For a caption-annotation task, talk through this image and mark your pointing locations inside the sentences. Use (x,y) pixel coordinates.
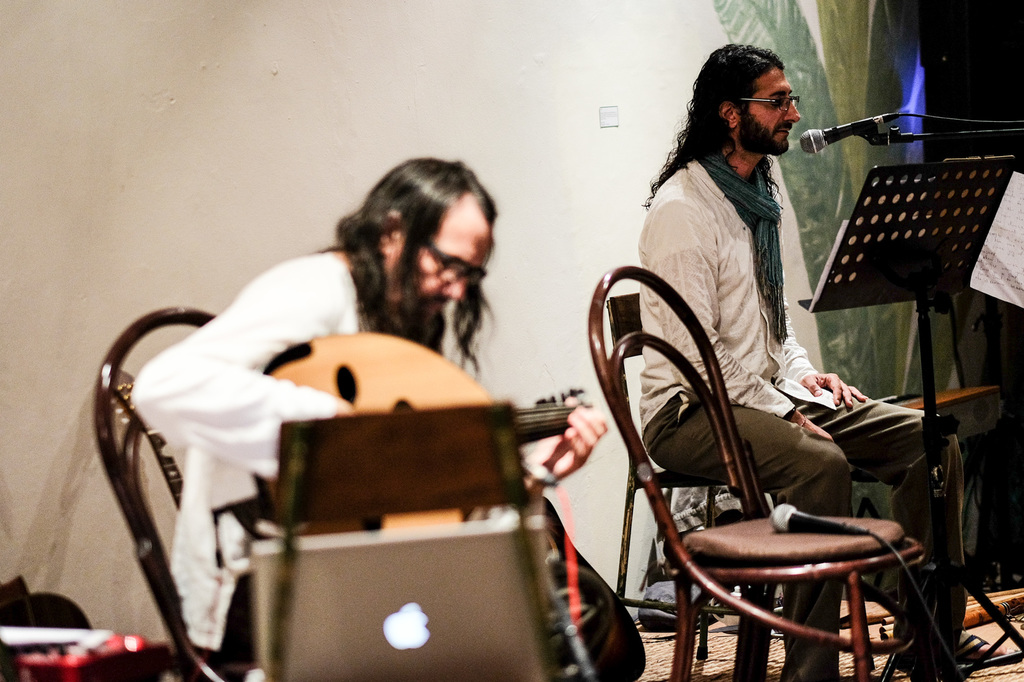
This is a photo there are two men (271,461) sitting one beside another, the first person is playing guitar (389,338), second person (834,393) is singing a song in the background (510,152) there is a wall (258,226).
